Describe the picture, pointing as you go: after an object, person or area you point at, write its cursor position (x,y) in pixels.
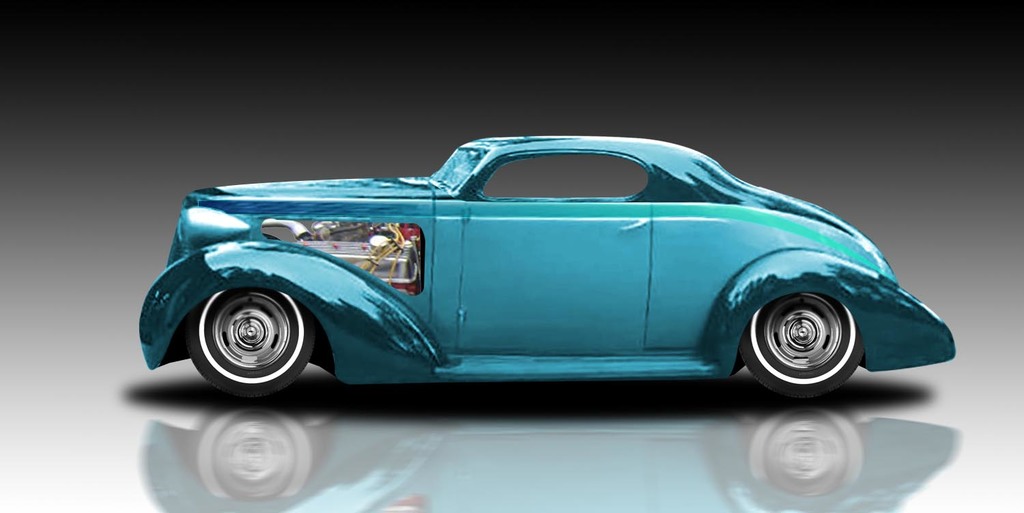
In this picture I can see a blue color toy car (422,277) on an object (119,456).
